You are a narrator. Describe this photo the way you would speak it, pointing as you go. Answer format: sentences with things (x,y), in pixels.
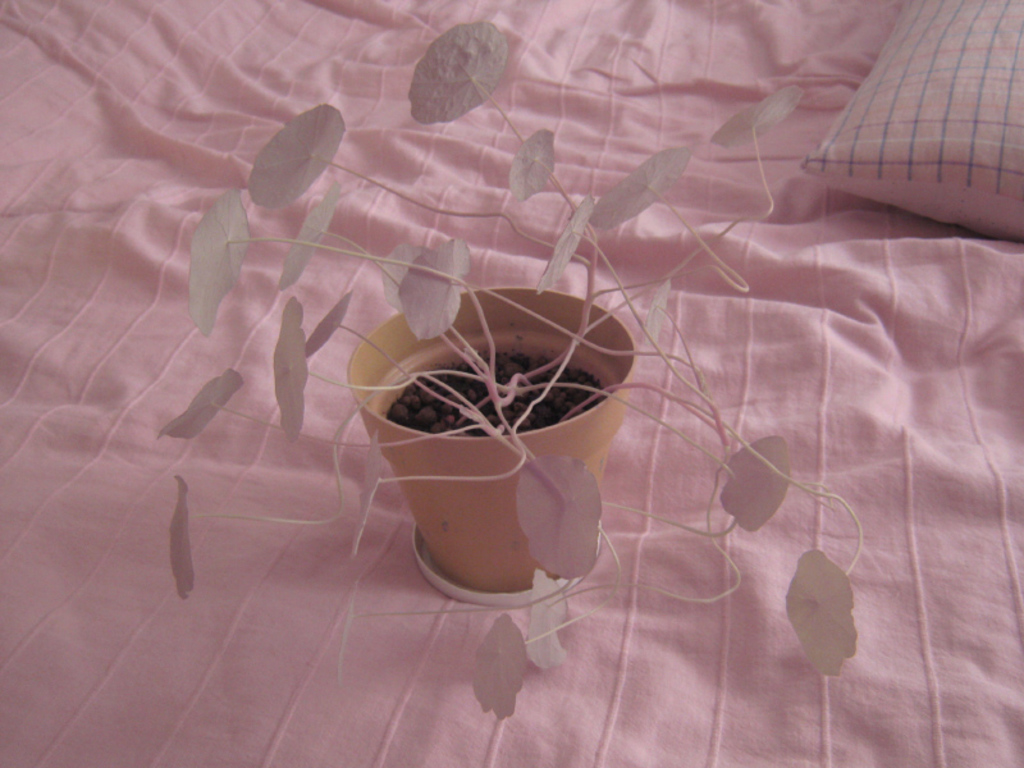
There is a pot plant (477,471) having pale color leaves (756,116) on a bed (592,605). This bed (438,655) is covered with a pink color bed sheet (94,260). In the background (957,34), there is a pillow (939,32).
